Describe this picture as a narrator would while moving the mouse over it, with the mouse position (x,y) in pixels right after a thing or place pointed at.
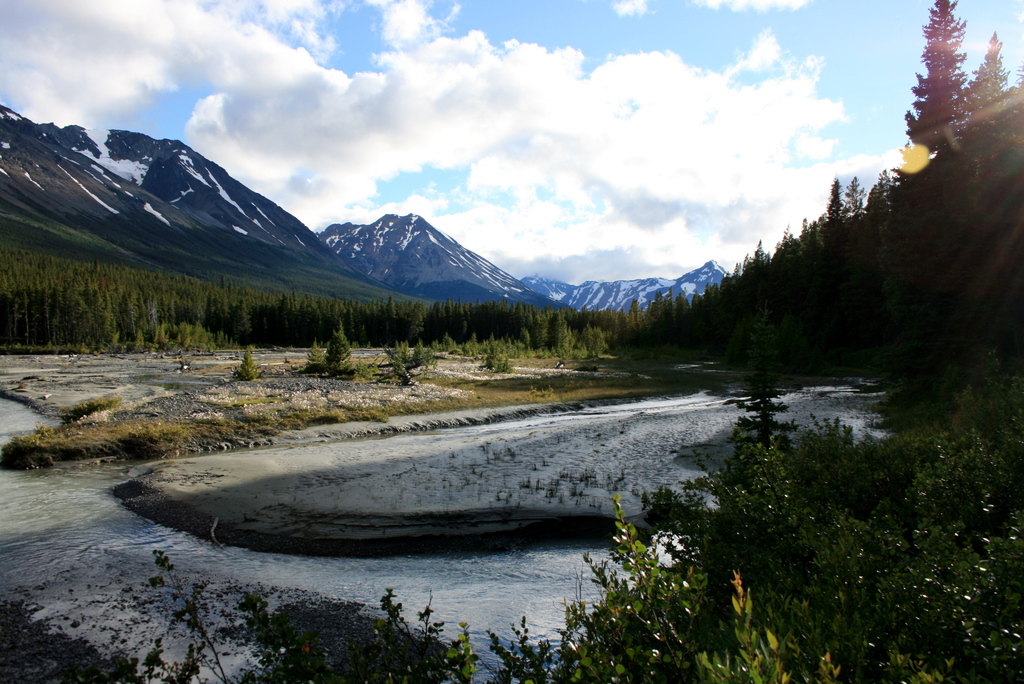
In this image there are mountains (484,258) covered with snow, plants (303,397), trees (999,342), water (19,515), grass (272,409) and some clouds (526,164) in the sky (567,167).
